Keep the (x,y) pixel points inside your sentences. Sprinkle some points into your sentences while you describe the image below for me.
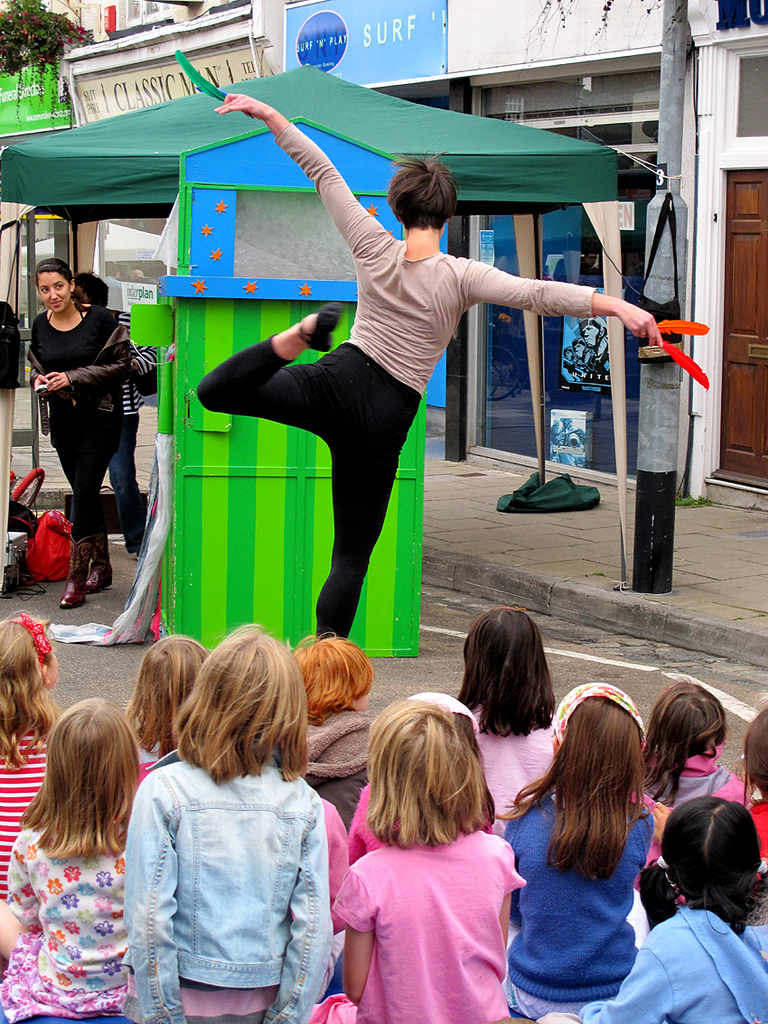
In this picture there are people (526,766) and we can see tent (618,343), clothes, pole (651,377), bags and objects (554,479). In the background of the image (385,62) we can see buildings (559,86), boards (197,92), plants (62,46) and flowers (64,37).
